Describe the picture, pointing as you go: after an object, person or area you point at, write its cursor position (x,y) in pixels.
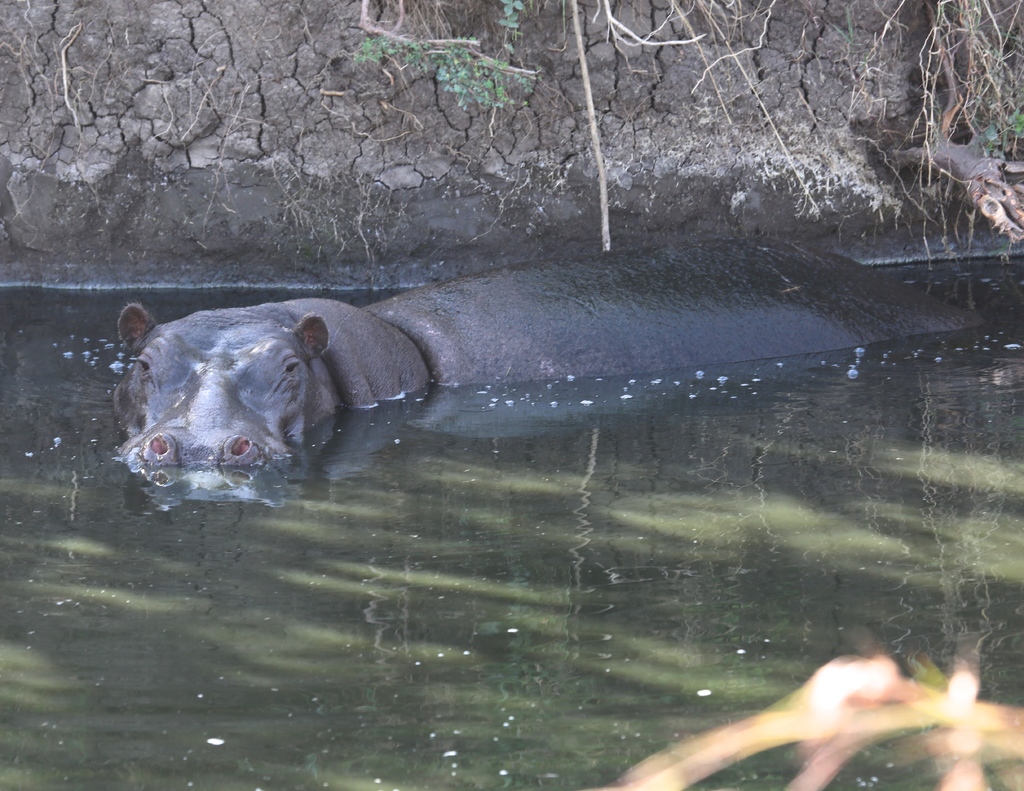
In this picture there is an animal (246,410) in the water (657,418). At the back (58,120) there is mud (62,107) and there is a tree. At the bottom (548,690) there is water (551,583).
